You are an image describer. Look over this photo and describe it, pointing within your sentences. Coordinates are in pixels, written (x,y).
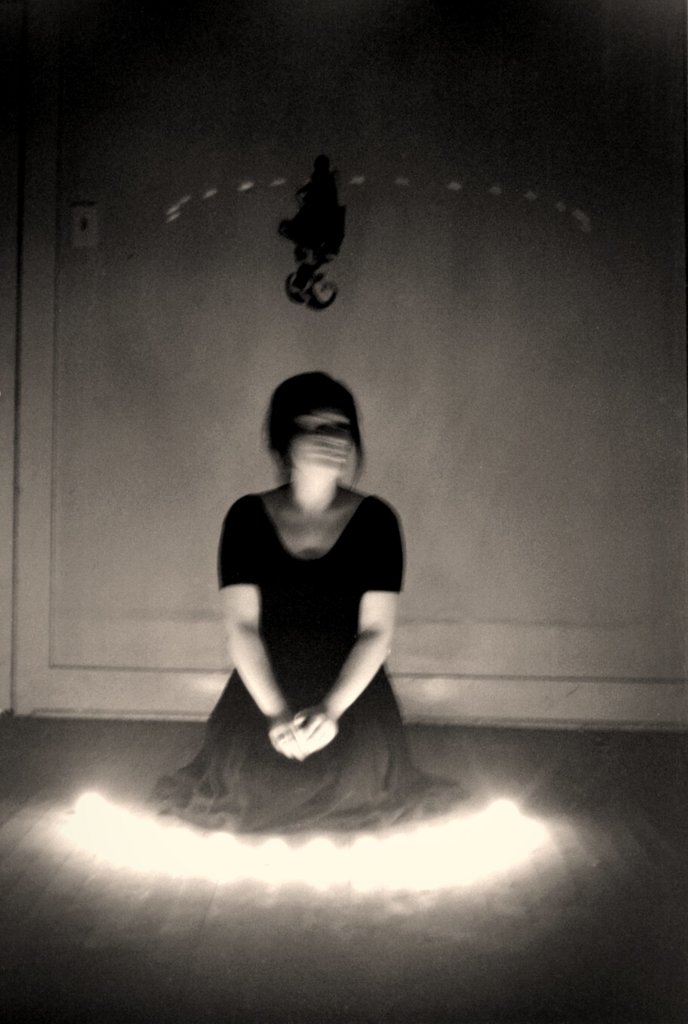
In this picture there is a lady (381,558) in the center of the image (300,448), it seems to be there is light (143,820) on the floor (53,773) in front of her and there is a painting (324,237) on a wall (343,292) in the background area of the image (296,274).
